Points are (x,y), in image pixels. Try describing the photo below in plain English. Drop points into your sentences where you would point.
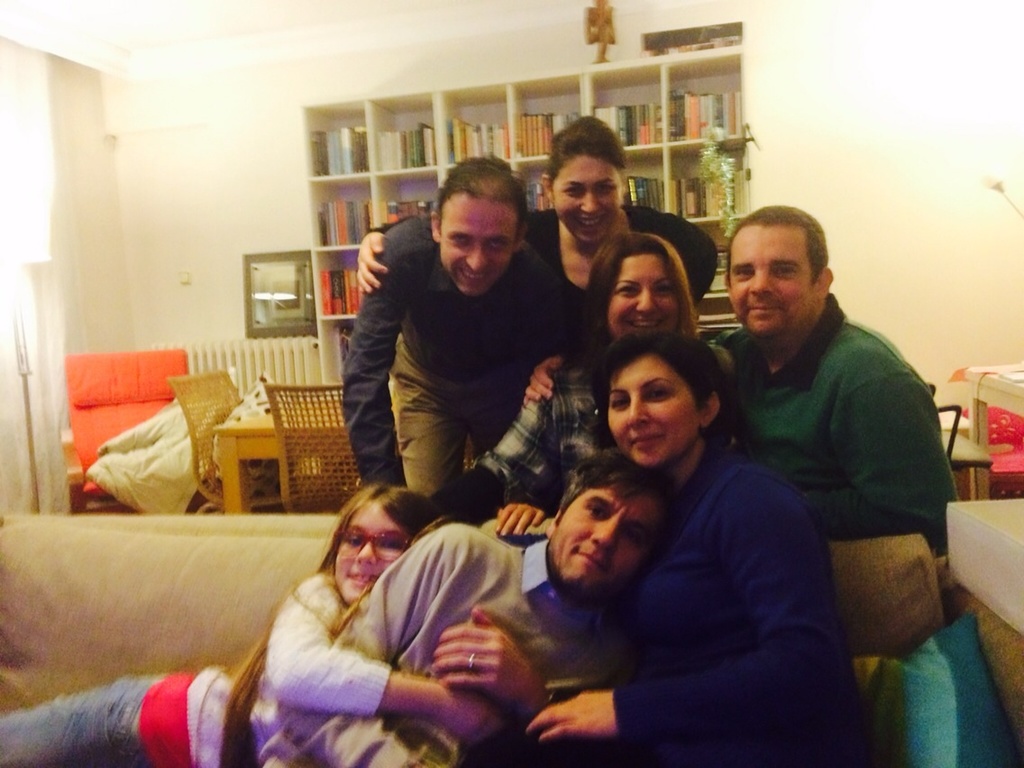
there are people (566,480). behind them there are bookshelves (528,106).
